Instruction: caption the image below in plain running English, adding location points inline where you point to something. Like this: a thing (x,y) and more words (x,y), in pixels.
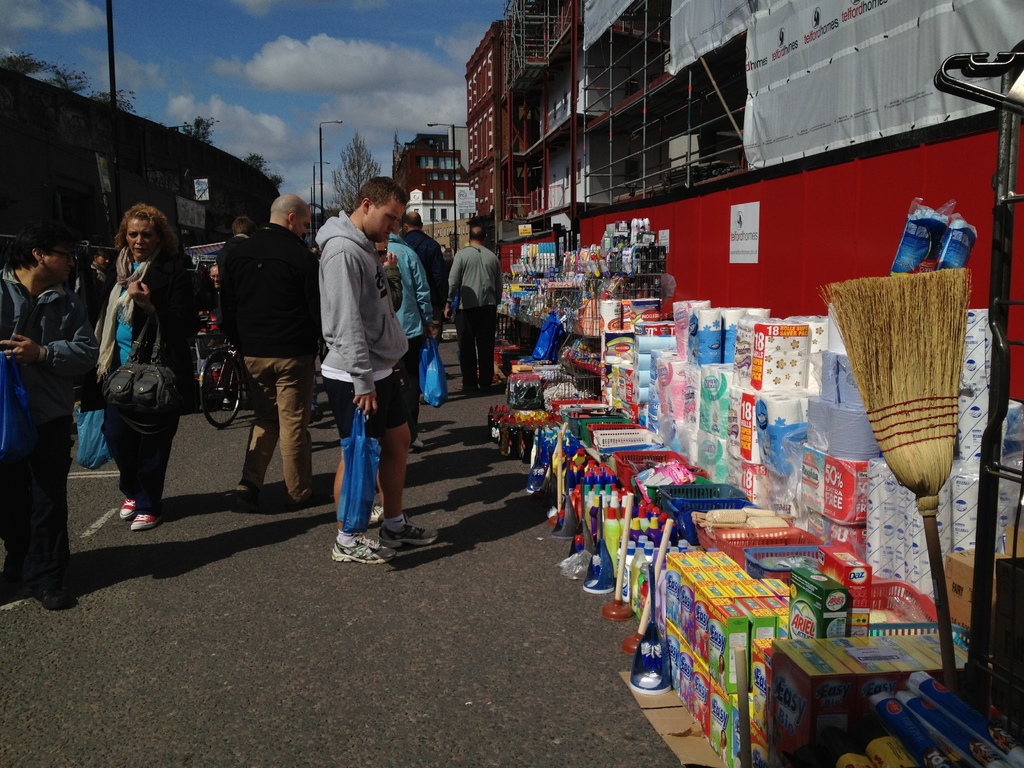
In this image we can see these people (362,230) are walking on the road (203,591). Here we can see a few things (572,317) are kept on the side of the road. In the background (684,159), we can see buildings (493,159), light poles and sky (231,86) with clouds (239,127).
